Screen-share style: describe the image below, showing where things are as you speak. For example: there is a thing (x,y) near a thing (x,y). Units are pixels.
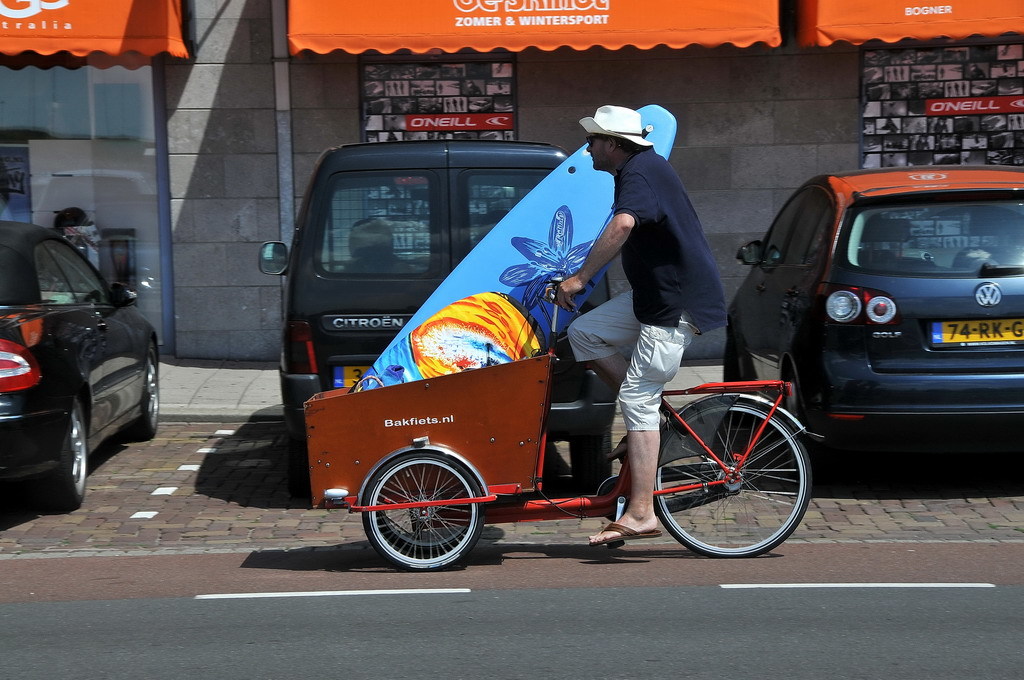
In this image, there is a road (695,646), at the middle (542,451) there is a man (651,329) riding a cycle rickshaw (490,456), there are some cars (899,396), at the background (283,134) there are some shops (875,90) and there is a wall (238,162).
